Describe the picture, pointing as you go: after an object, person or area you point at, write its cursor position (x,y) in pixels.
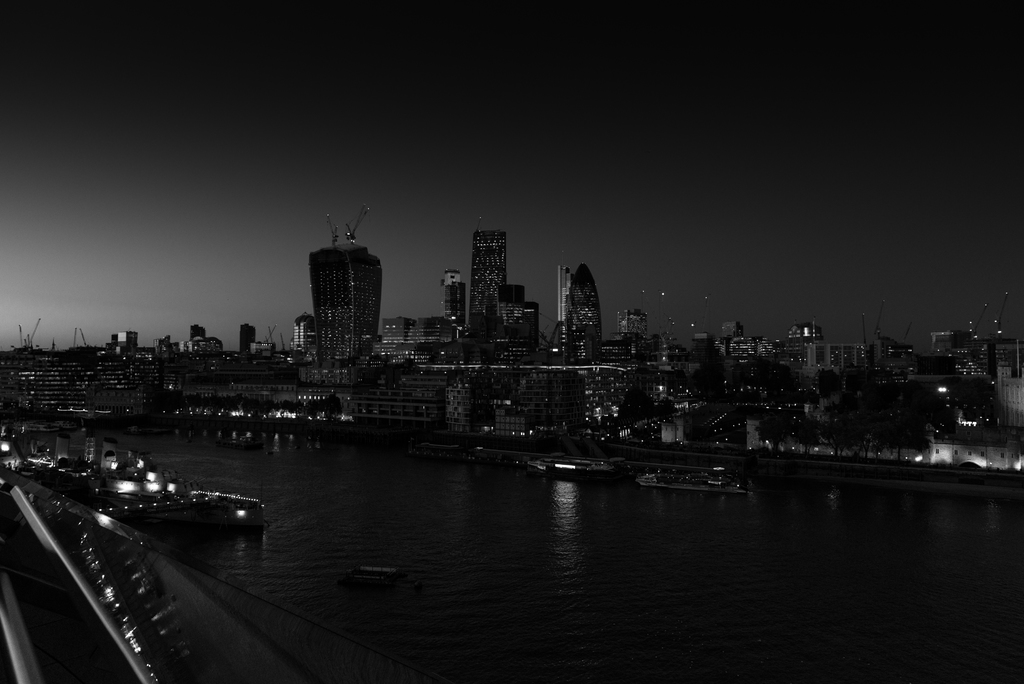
In this image, on the right side (921,458), we can see some trees (763,387), buildings (678,364). On the left side (237,498), we can see a boat (58,477) which is floating on the water (287,479). In the middle of the image (344,447), we can see a water (507,567) in a river (610,510), few boats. In the background (11,370), we can see some buildings (452,322). At the top (191,205), we can see a sky (180,211).
